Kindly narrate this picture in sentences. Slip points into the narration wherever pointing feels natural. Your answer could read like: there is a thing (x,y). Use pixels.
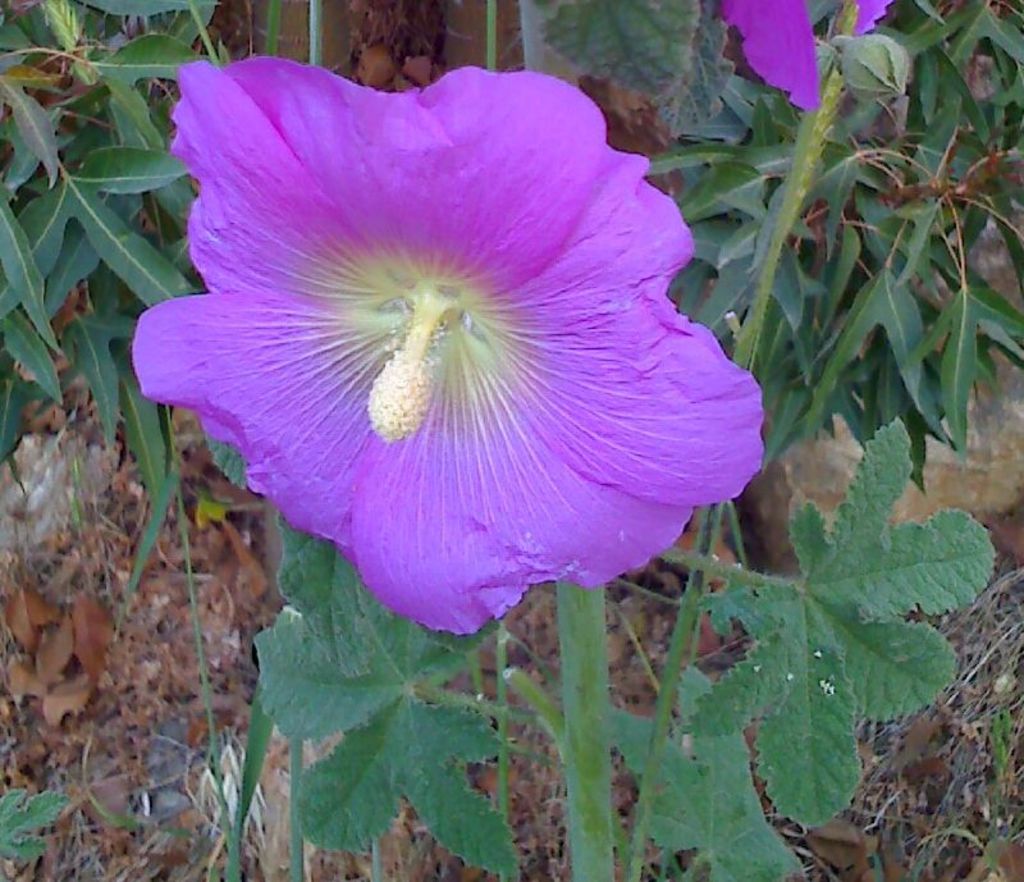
In this image I can see a flower (513,468). There are leaves (825,407) in the background (825,407) and there are dried leaves (68,697) on the ground (150,758).
